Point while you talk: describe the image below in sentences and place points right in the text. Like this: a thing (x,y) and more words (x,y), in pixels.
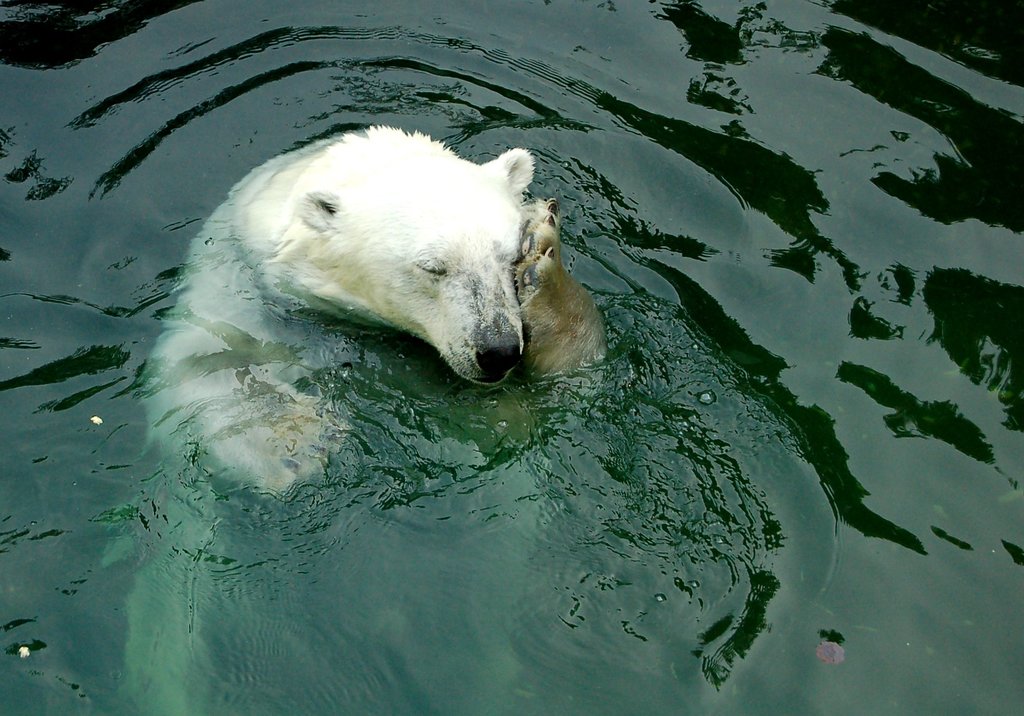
In this picture there is a polar bear (188,284) in the water (631,444). At the bottom (596,569) there is water (710,99).
